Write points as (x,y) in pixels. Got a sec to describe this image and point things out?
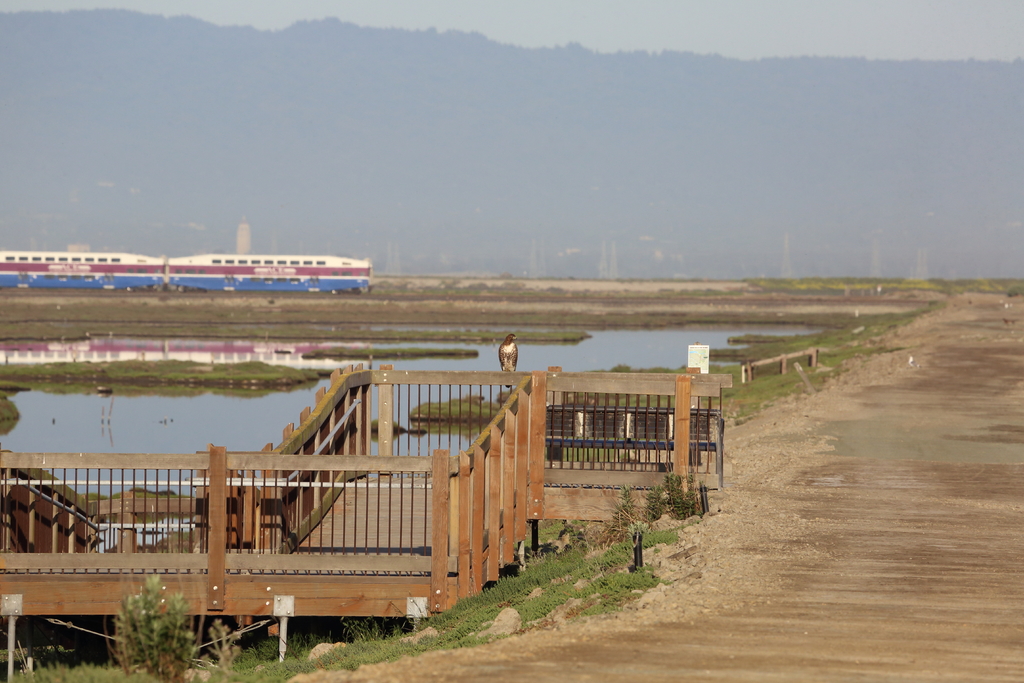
In the image there is a wooden bridge (303,491), behind the bridge (346,384) there is a water surface (318,367) and around the water surface (670,332) there is a lot of empty land (841,494) and in the background (370,279) it seems like there is a train (222,268) and mountains (467,260).
